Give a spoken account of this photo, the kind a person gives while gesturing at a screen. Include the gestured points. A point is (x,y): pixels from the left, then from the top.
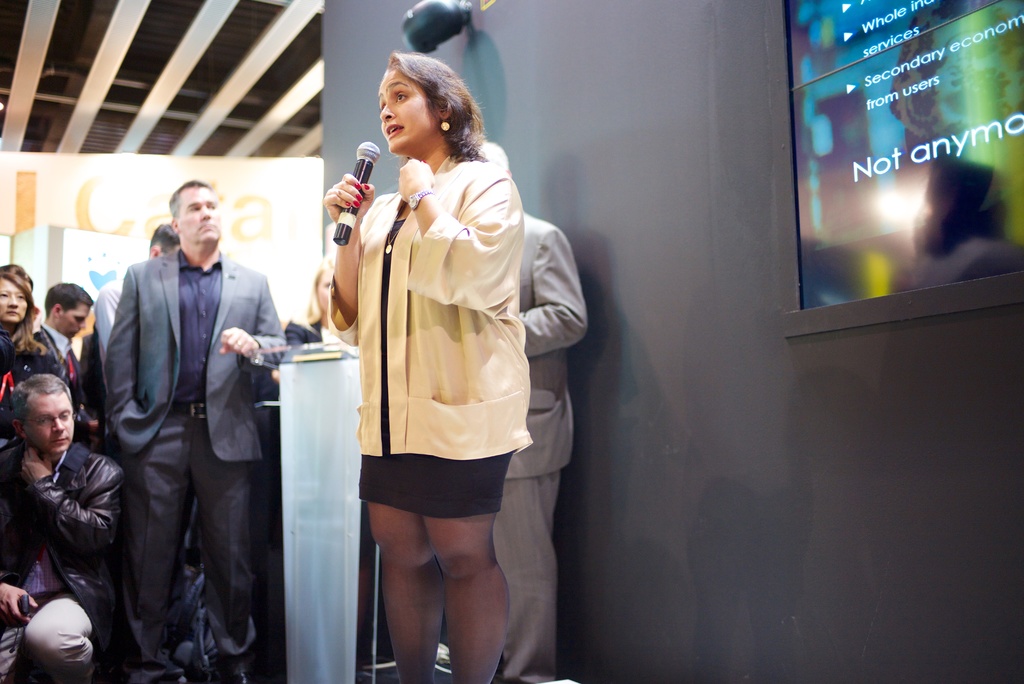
As we can see in the image there is a wall (652,410), few people (491,290) here and there and the woman (408,316) in the front (437,288) is wearing white color jacket (432,349) and holding a mic (351,226).
